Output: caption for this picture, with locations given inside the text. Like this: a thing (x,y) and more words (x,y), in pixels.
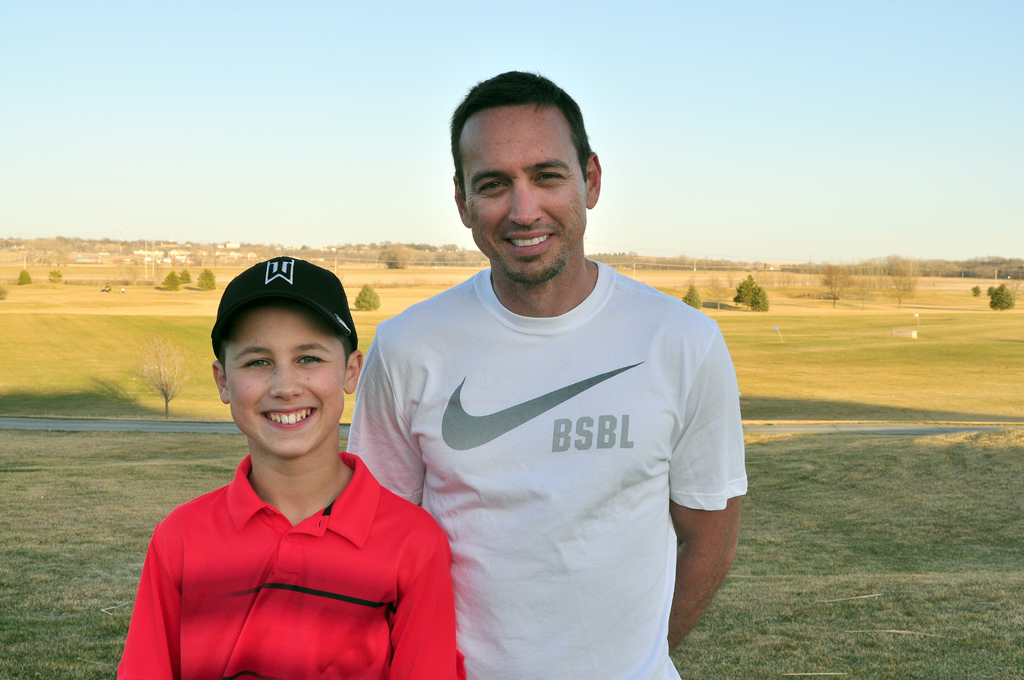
In this image I can see two people (400,482) standing in an open ground (900,386). One is wearing a cap (314,290) and a red shirt (355,581) and one is wearing a white t-shirt (551,468).
